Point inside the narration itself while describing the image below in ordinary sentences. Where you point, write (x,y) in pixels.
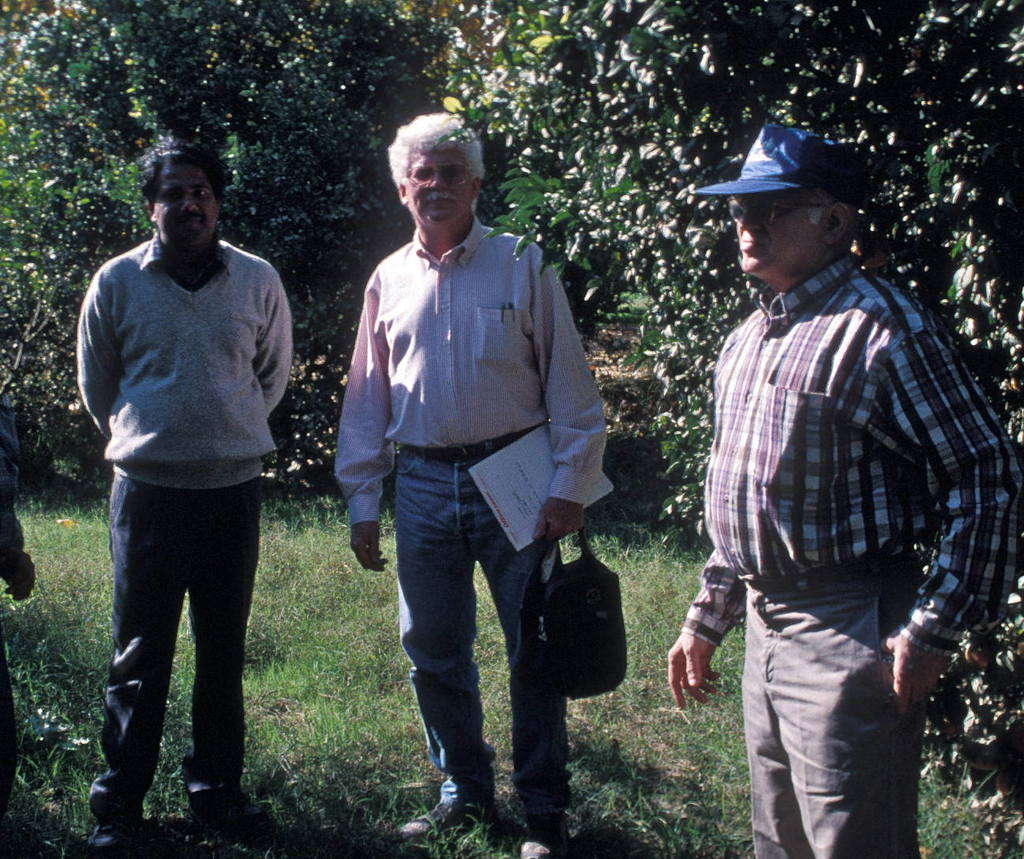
In the image there are three men (482,521) standing on the grass (487,716) and behind them there are some trees (594,174).
